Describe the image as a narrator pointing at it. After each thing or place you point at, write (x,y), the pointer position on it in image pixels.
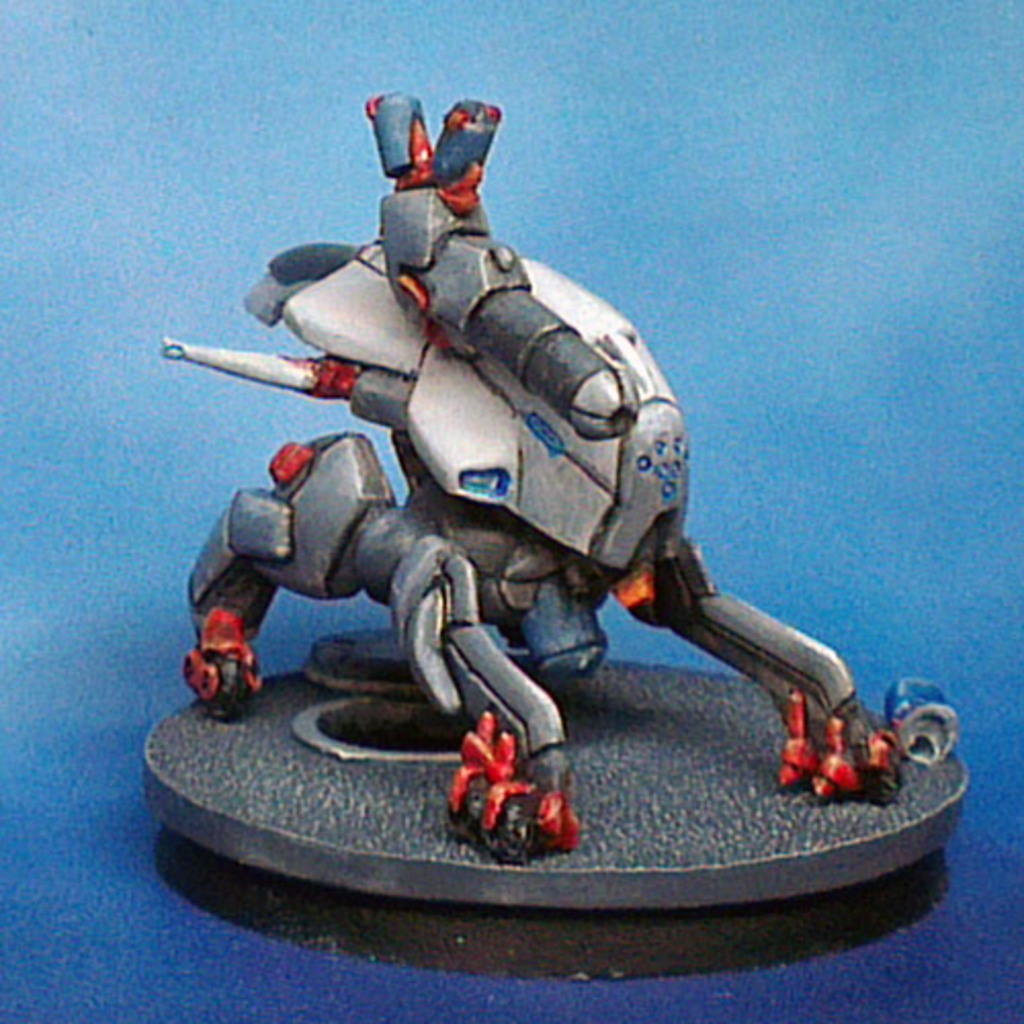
Here we can see a toy (559,551). Background (526,130) it is in blue color.
